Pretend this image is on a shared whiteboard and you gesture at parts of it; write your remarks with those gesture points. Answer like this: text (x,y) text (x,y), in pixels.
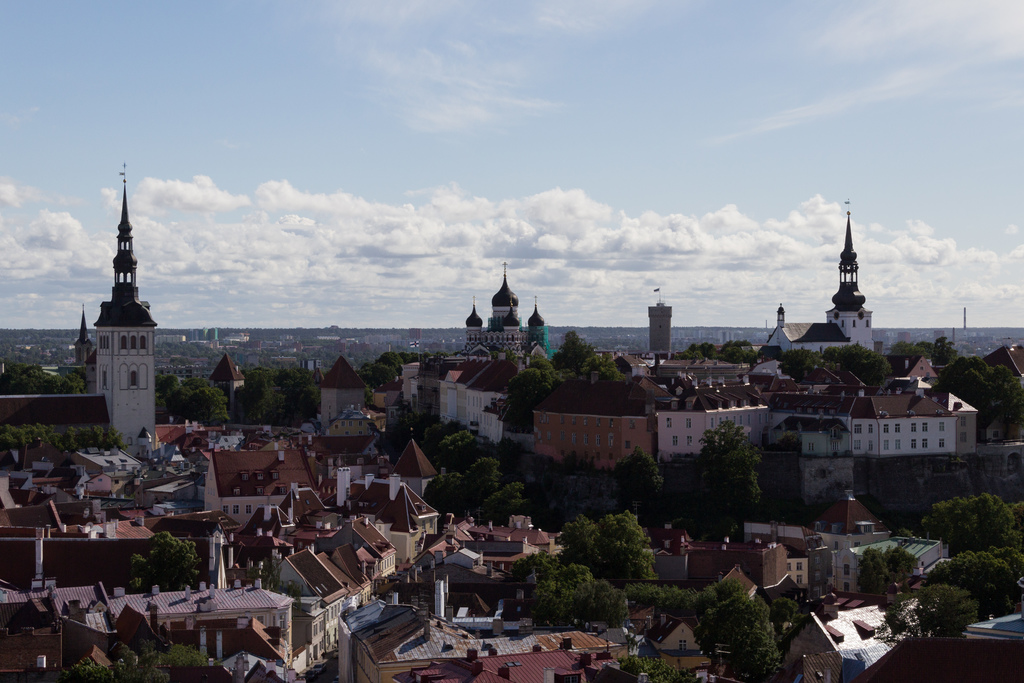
In this image, there are a few buildings (285,538), trees (272,398). We can also see the sky (352,230) with clouds (371,238).
